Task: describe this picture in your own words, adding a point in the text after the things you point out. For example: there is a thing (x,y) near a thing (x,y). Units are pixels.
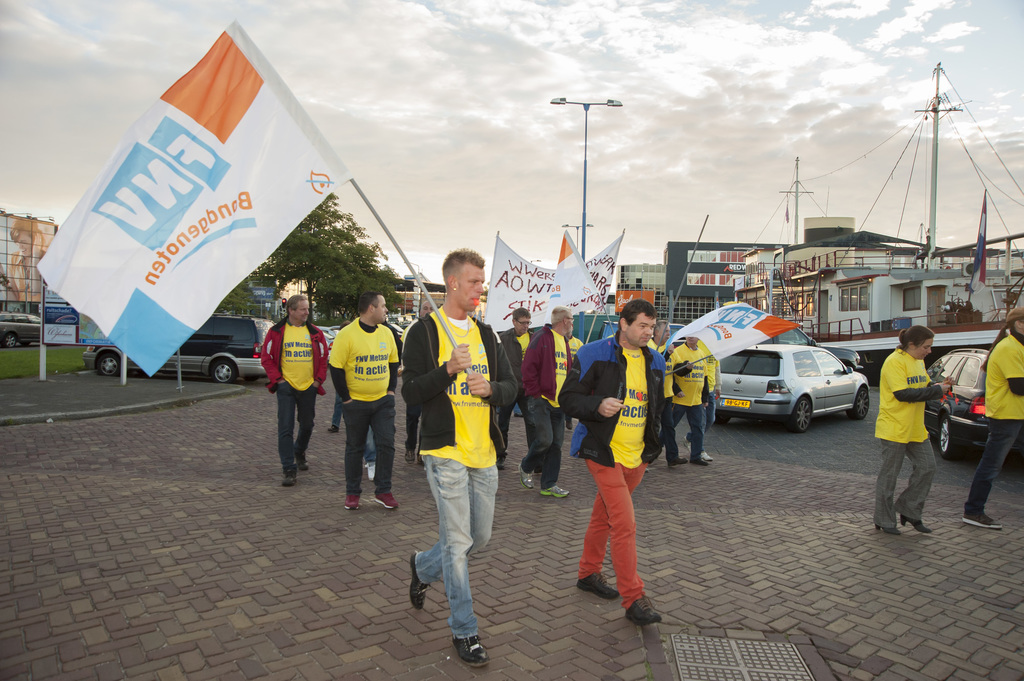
In this image there is the sky (608,83) towards the top of the image (589,86), there are clouds (639,70) in the sky (796,94), there are buildings (705,266), there are poles (585,119), there are wires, there are streetlights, there are a group of persons (577,424) walking, there are flags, there is text (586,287) on the flags (229,243), there is a board (60,331), there is text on the board (73,342), there are vehicles (764,386), there is grass (74,367) towards the left of the image (61,367), there is a building (24,257) towards the left of the image (6,255), there are trees (303,264).
